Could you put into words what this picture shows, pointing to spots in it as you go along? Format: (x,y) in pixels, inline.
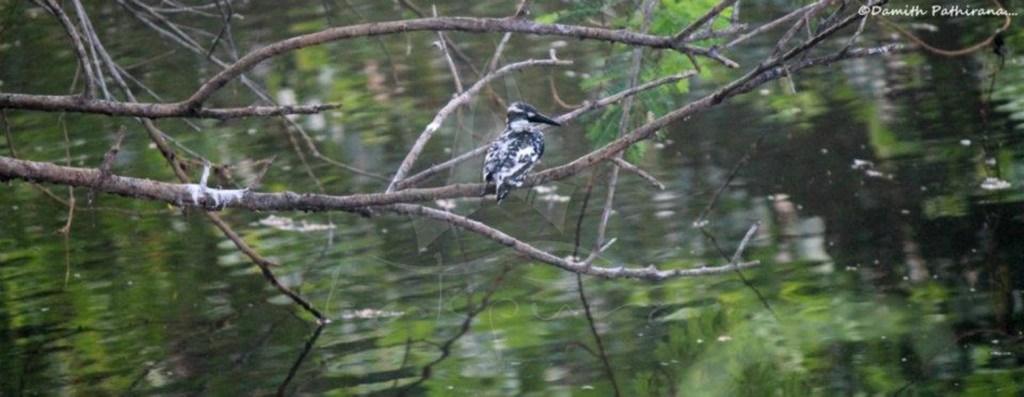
There is a bird (533,124) sitting on a branch (657,124) of a tree (551,58). In the back (687,189) there is water (688,278). And there is a watermark (934,9) in the right top corner (915,14).
